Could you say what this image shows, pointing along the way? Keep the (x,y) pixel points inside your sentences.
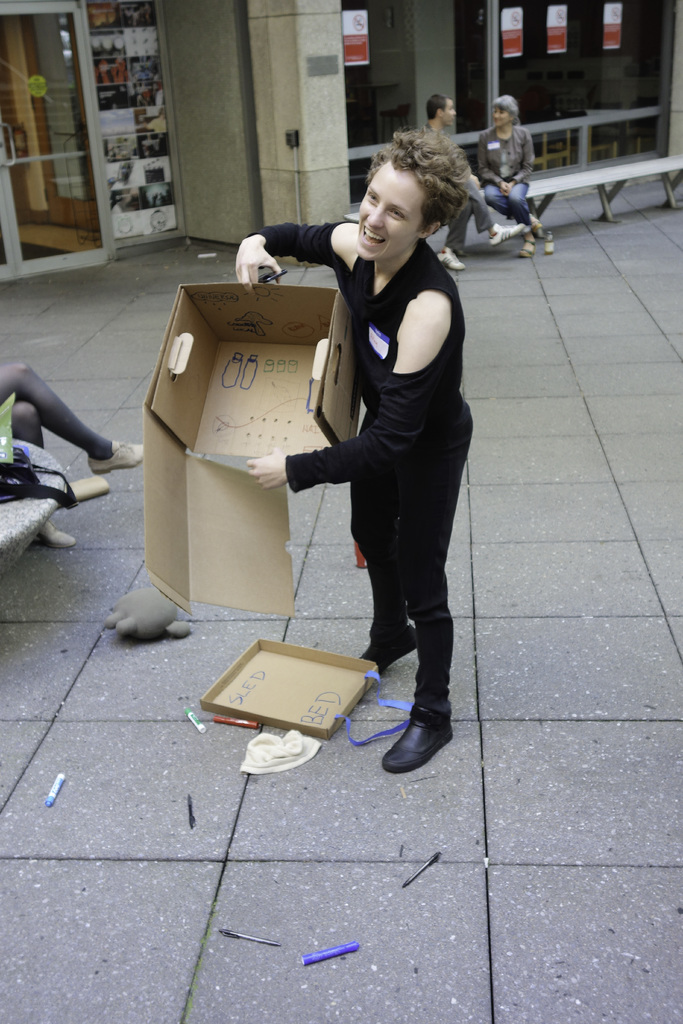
In this image I can see a woman (449,630) holding a box (256,342) she is smiling, she wearing a black color dress (381,411). on the left side (80,444) I can see person's legs (31,386) and bag (23,476) and door (37,210), at the top (468,54) I can see the wall (228,97), in front of the wall (255,94) I can see two persons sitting on bench (603,173).
